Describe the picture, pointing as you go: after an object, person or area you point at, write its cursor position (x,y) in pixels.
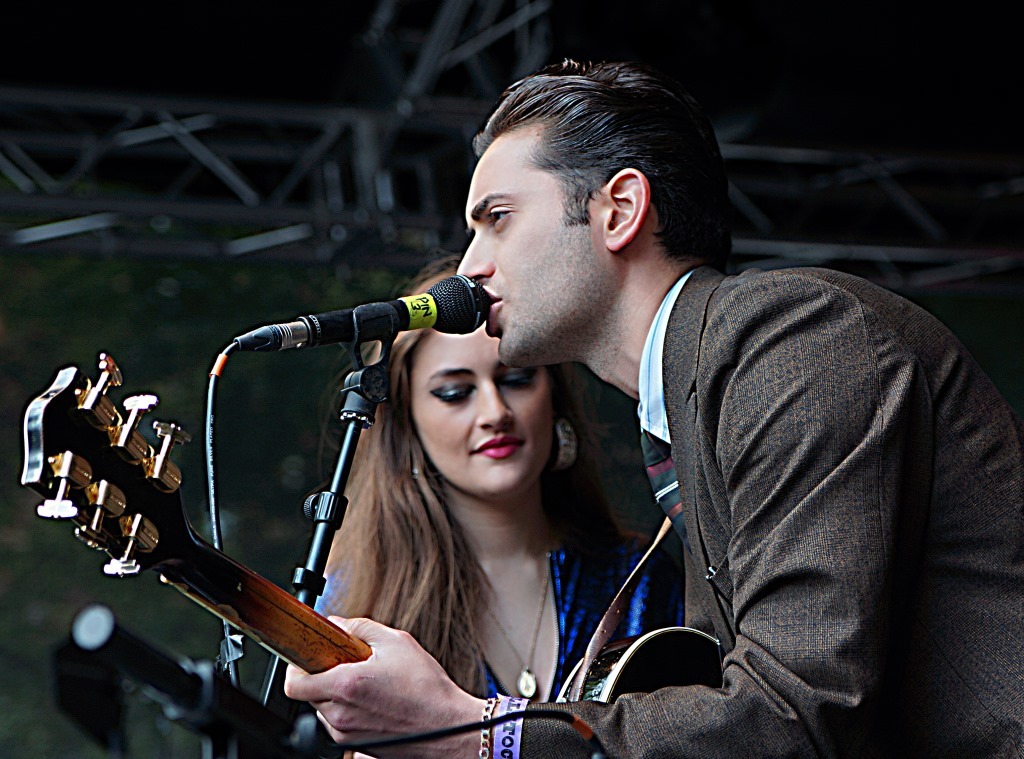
In the image we can see there is a man (895,545) who is standing and holding guitar (318,618) in his hand (393,633) and in front of him there is a mic (402,309) and beside him there is a woman (483,561) standing.
